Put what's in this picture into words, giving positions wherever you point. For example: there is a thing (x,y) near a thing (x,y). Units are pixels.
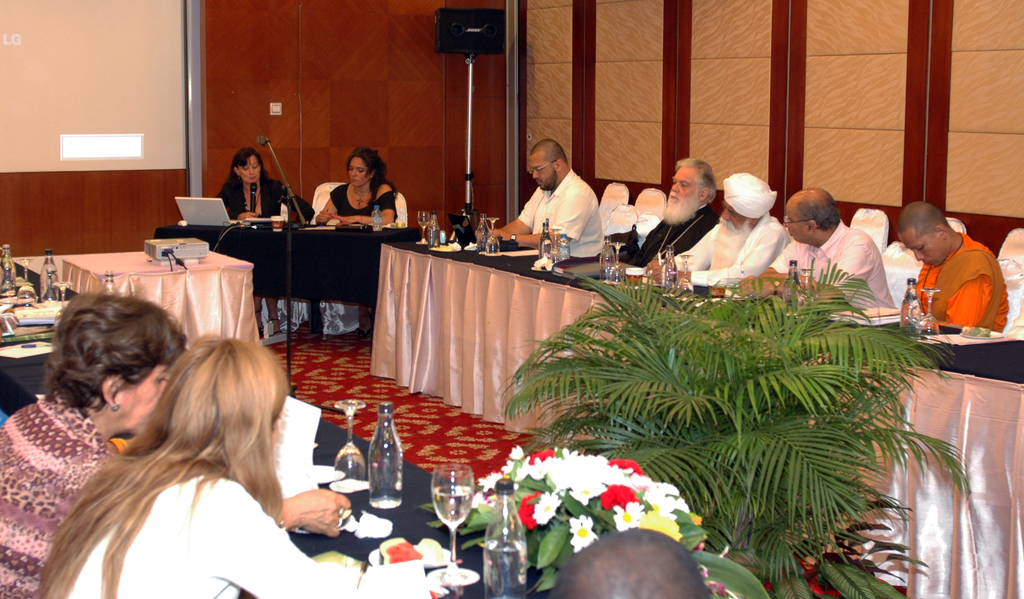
In this picture, there are some people (721,254) sitting in their chairs (612,221) in front of a table (474,324). In this room (425,481), there are some water bottles (515,570) glasses (440,498) on the table (396,514). There is a projector screen display (89,95) in the background (87,112) and speaker (445,37) near the wall (393,79). There are two women (360,198) sitting in front of the wall (289,179).
